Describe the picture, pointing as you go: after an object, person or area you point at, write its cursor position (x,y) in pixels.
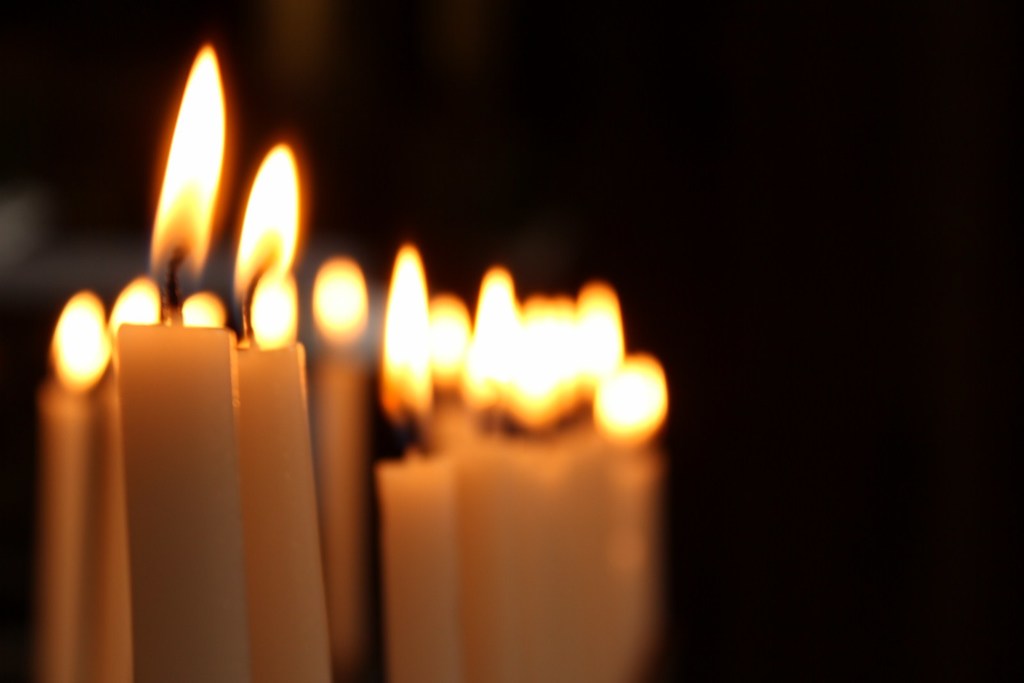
In this image I can see few candles (451,435) with fire (488,371).
